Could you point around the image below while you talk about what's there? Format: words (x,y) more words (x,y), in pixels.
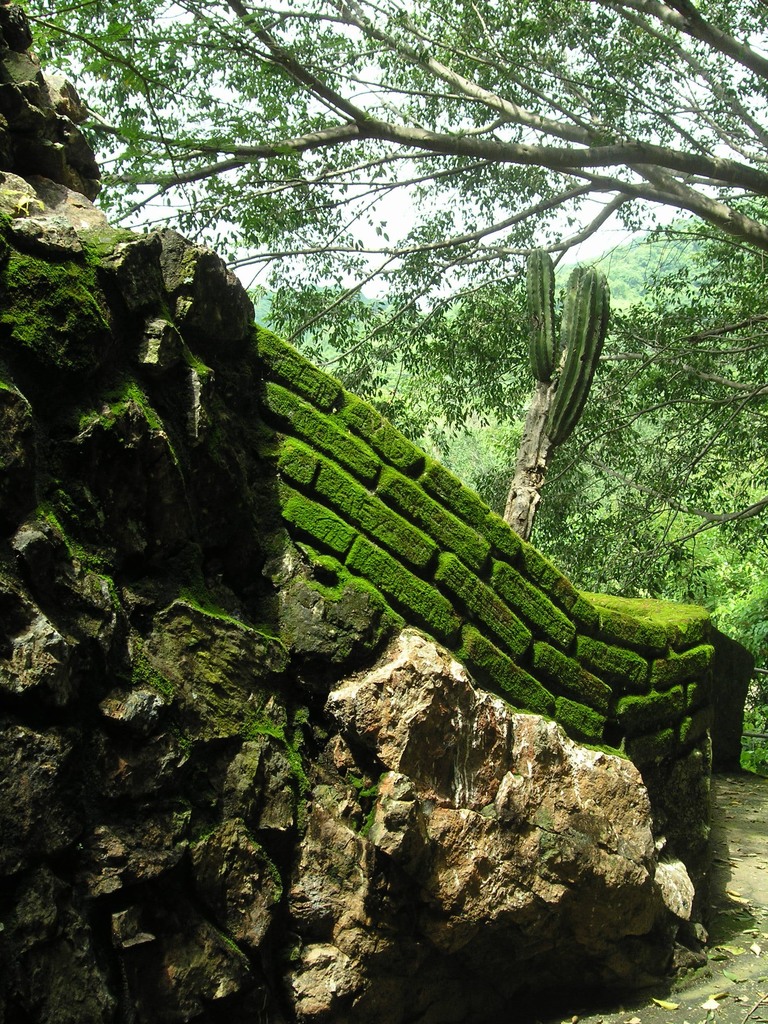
There are rocks (329,903). Also there is a brick wall (472,608). Near to that there is a cactus plant (544,393). In the background (693,417) there are trees (425,246).
